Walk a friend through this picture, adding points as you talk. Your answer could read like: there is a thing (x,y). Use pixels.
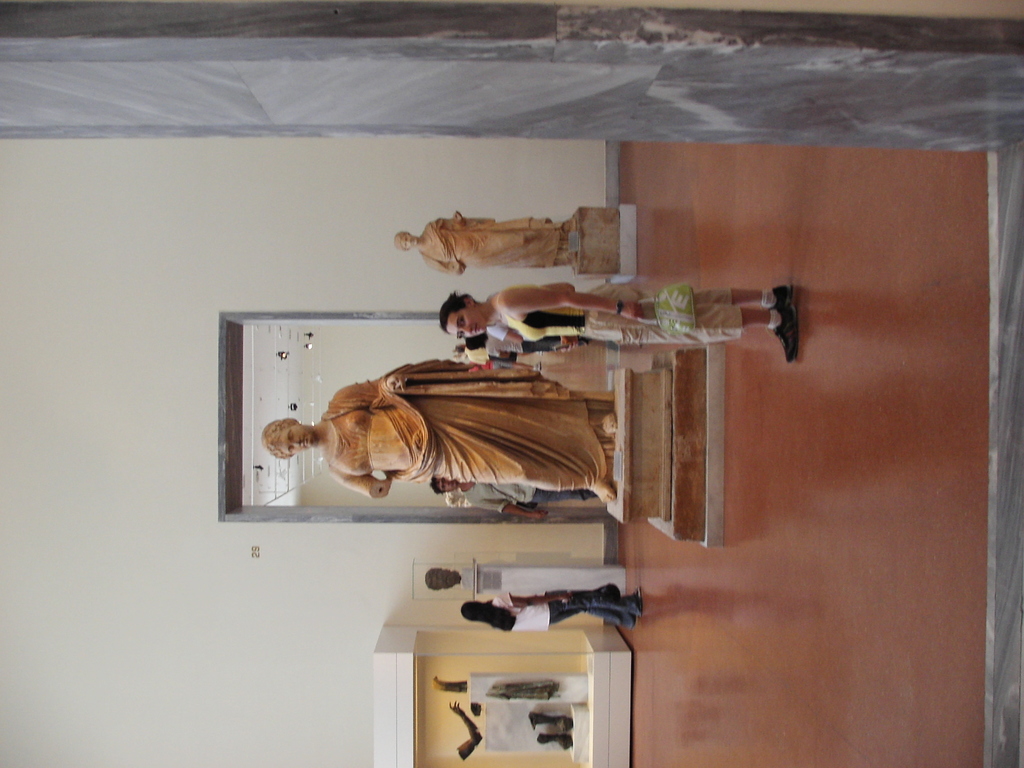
In this image at the top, there is a woman (574,320), she wears a t shirt (561,313), trouser (657,327) and shoes (793,349). At the bottom (516,610) there is a woman (535,618), she wears a t shirt (532,617), trouser (614,614), she is walking. In the middle (421,393) there are statues (421,393), some people (482,499) and wall (100,542). On the right (902,407) there is a floor (892,446).
